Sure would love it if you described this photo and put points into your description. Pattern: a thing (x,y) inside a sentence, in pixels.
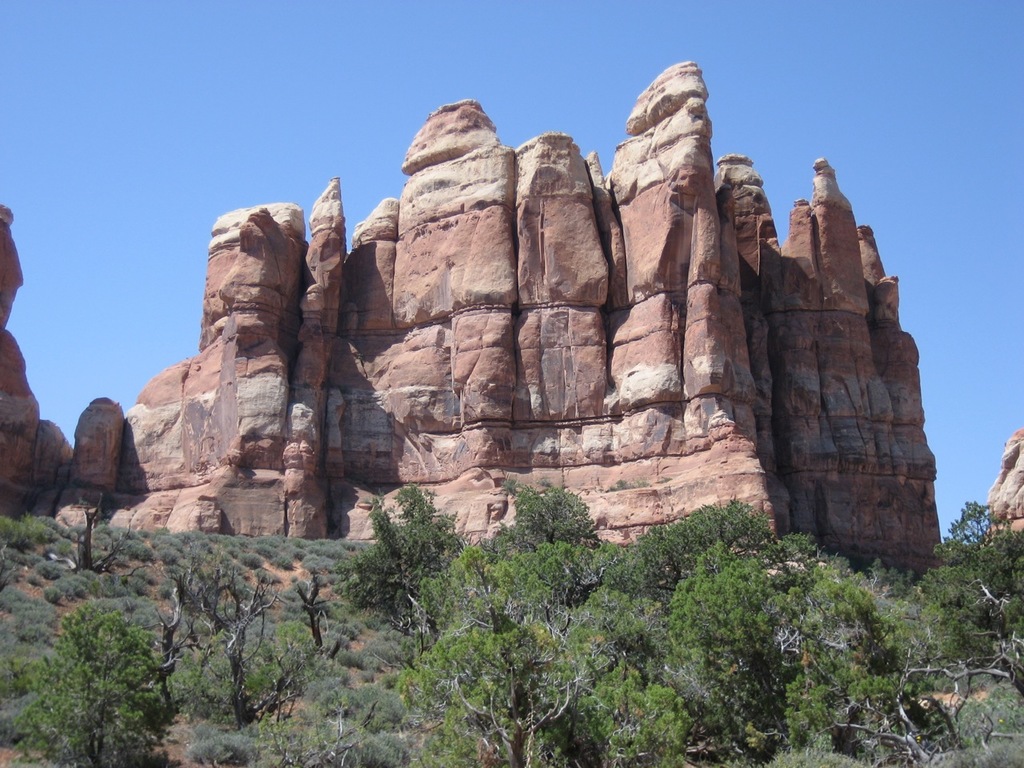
In the picture we can see some trees (953,579), plants (1002,686) on the surface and in the background (203,471), we can see huge rocks (423,312) in the type of standing and behind it we can see a sky (725,73) which is blue in color.
